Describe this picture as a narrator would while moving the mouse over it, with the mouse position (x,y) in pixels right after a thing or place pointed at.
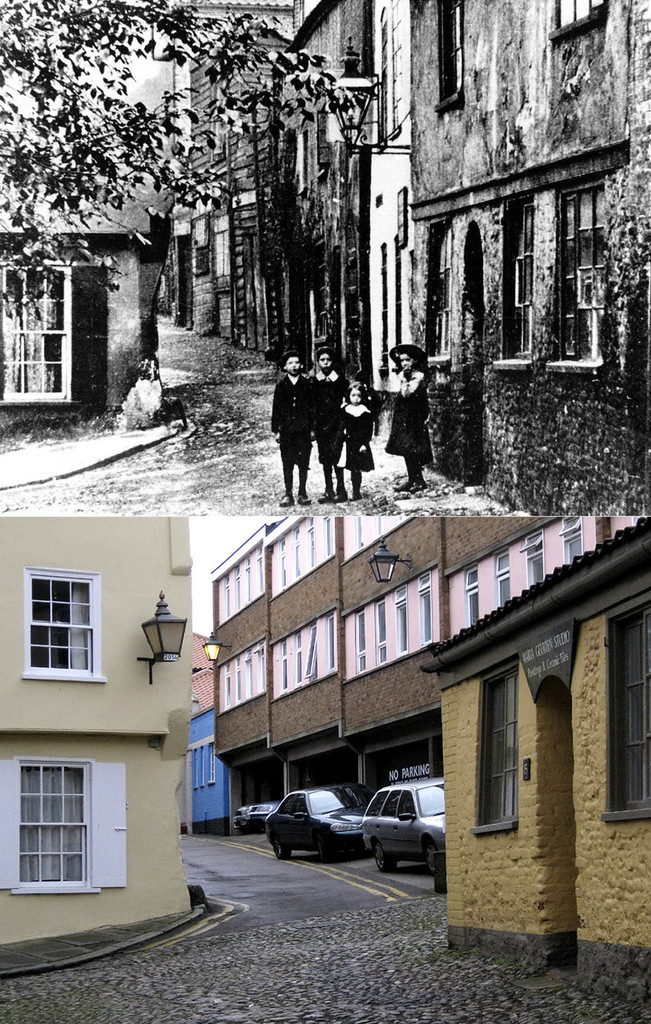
This image is a collage of two images. At the bottom of the image (45,701) there are a few buildings (247,667) with walls (172,801), windows (55,617) and doors (552,795) and three cars (362,802) are parked on the road (269,861). The image which is on the top (195,222) is a black and white image. In this image there are a few buildings (197,278) and four kids (328,416) are standing on the road (386,507) and there is a tree (138,143).
